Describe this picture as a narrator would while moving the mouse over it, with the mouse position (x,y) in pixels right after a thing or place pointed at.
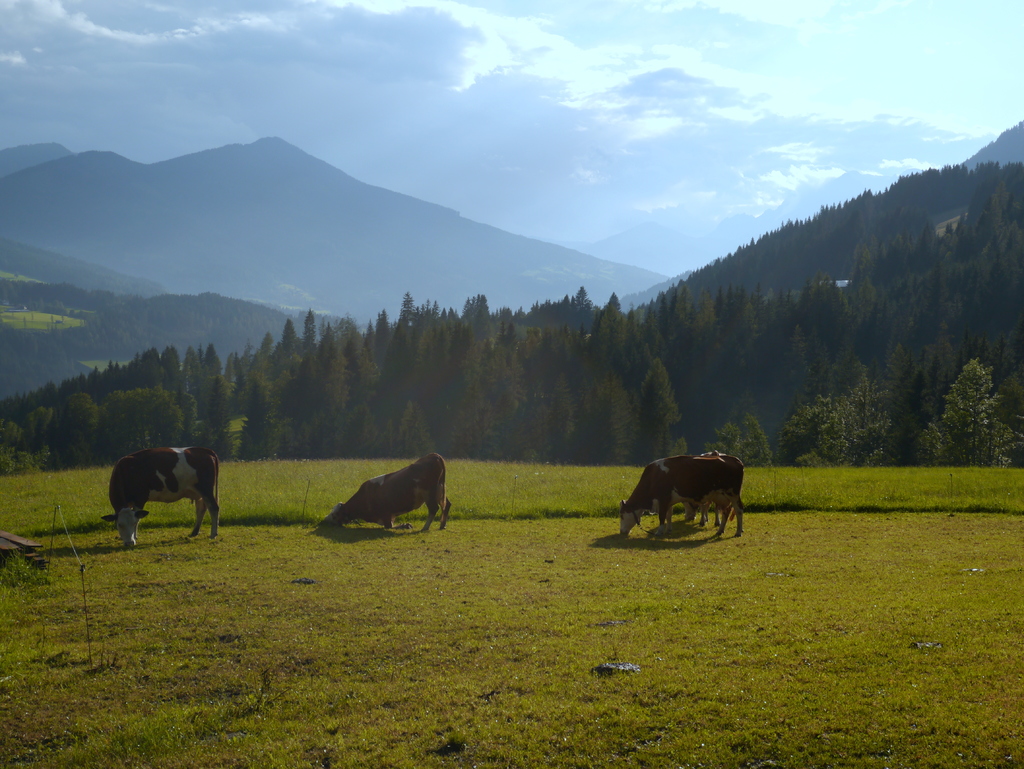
In this picture I can see few cows (377,488) and I can see trees (837,438) and hills (180,210) and the back and I can see Blue cloudy sky (627,129) and grass (668,655) on the ground (586,591).
